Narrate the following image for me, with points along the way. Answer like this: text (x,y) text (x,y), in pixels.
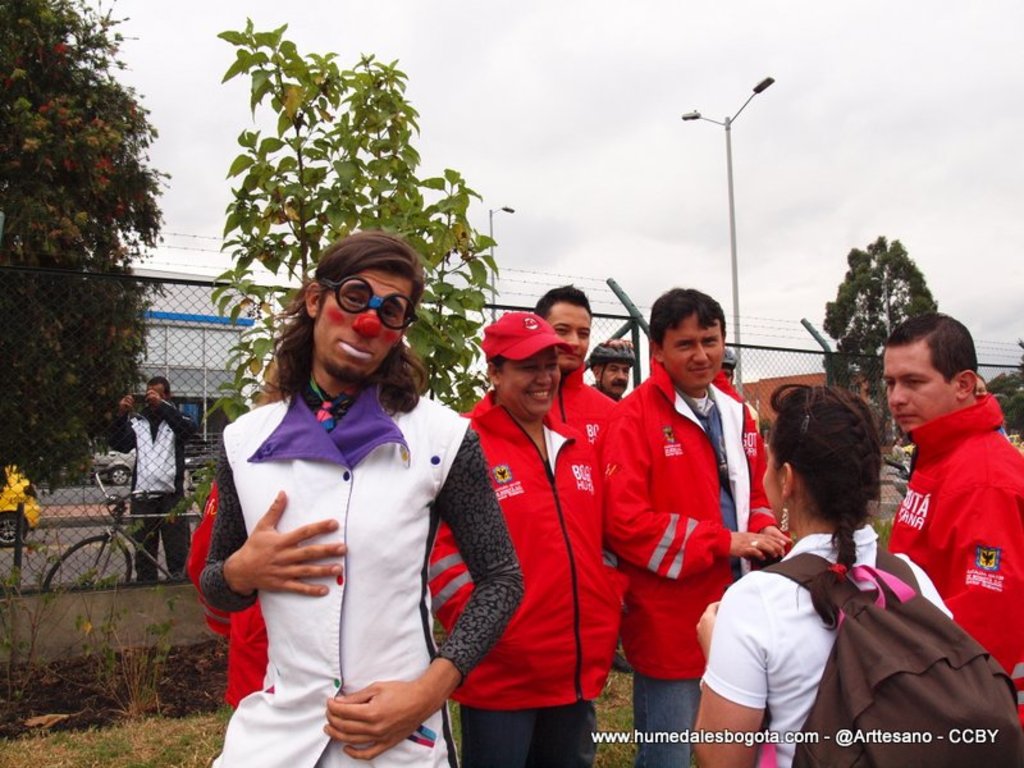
In this picture I can see few people (443,515) are standing and I can see a woman (879,701) wearing a backpack (839,650) and I can see trees (898,260) and couple of lights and a building (198,354) in the back (222,298) and couple of cars (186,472) on the road (57,492) and I can see a bicycle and a man (140,454) holding a mobile (139,398) in his hand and I can see grass (169,736) on the ground (165,670) and a cloudy sky (734,82) and I can see text (658,739) at the bottom right corner of the picture (732,740).
